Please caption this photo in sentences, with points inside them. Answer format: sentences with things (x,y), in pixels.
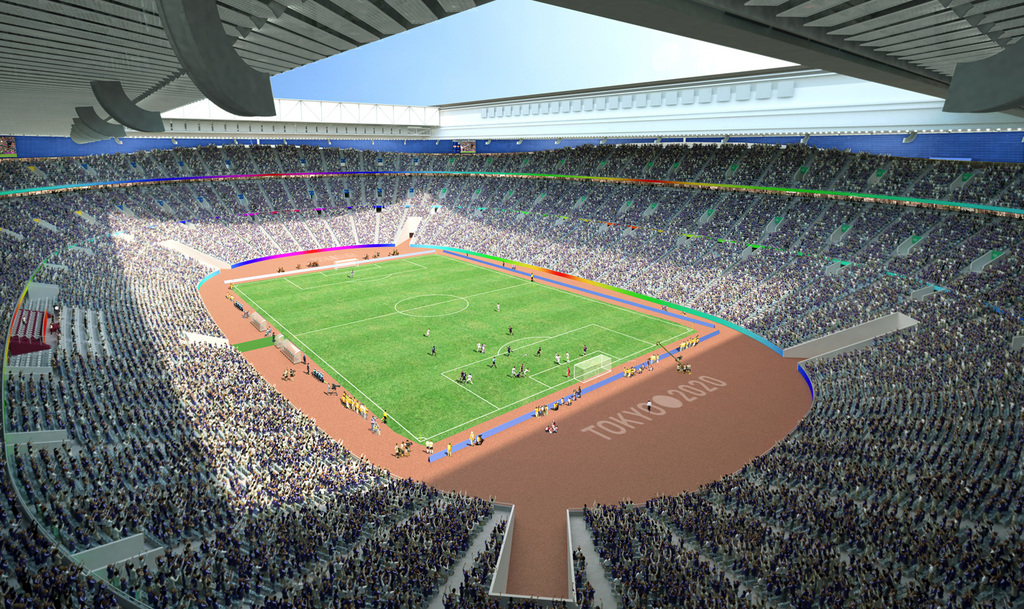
In this image, we can see the interior view of the stadium (384,376). We can see the ground (415,319). There are a few people (506,227). We can see some grass (408,289). We can see the sky (483,99).
